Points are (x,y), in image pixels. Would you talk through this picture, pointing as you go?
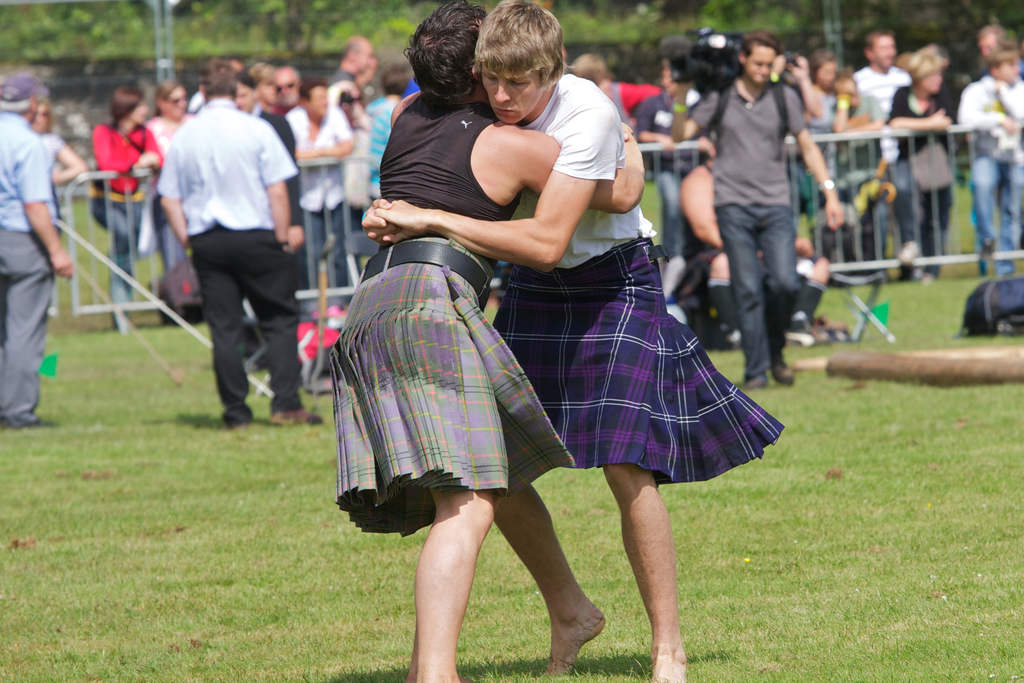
In this image there are a few people (527,149) standing on the surface of the grass (828,461). In the foreground of the image (505,365) there are two people (466,303) hugging each other, there is a person (729,117) holding a camera (680,76) on his shoulder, there are two objects (916,364) on the surface (929,399) and there is a railing (899,263). In the background (216,12) there are trees (610,12).
